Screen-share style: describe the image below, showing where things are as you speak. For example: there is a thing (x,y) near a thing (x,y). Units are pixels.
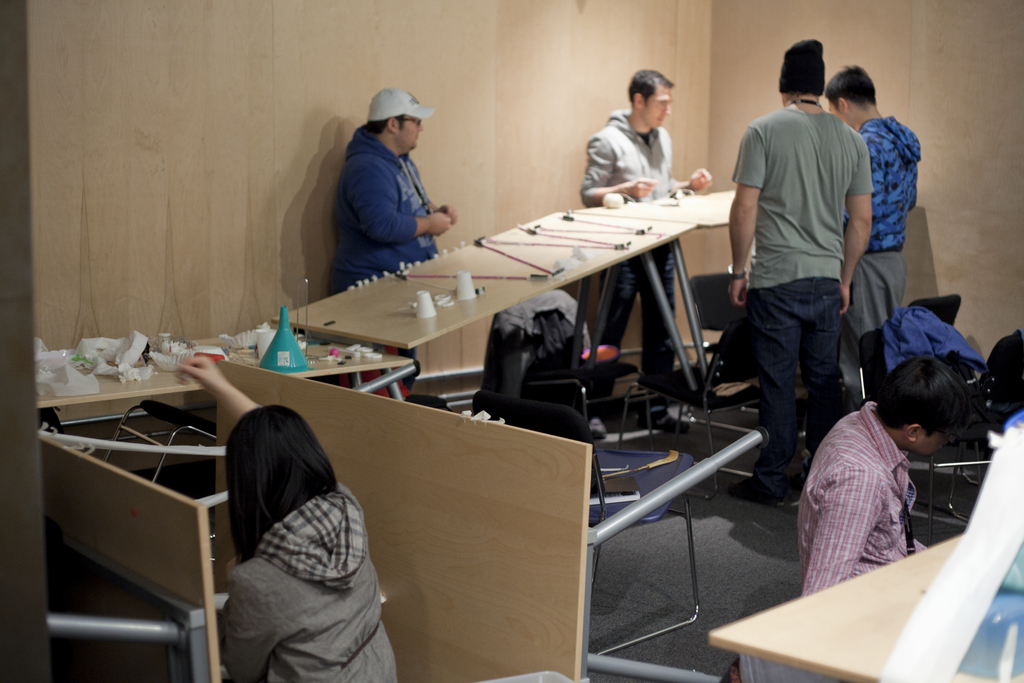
The picture is taken in a closed room (646,440) and at the right corner (880,192) three people (844,244) are standing and in front of them there is a table (376,320) with some instruments (681,194) placed on it and there are chairs (661,383), bags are placed on the floor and in the middle (344,238) one man (342,177) is wearing a blue dress (375,177) and cap (396,101) and behind them there is a wall (1014,36) and in the left corner (290,528) one woman (290,575) is sitting in front of the table (151,386) and in the right corner (844,509) another man (812,577) is sitting on the chair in pink shirt (870,524), beside him there are chairs (976,461).
